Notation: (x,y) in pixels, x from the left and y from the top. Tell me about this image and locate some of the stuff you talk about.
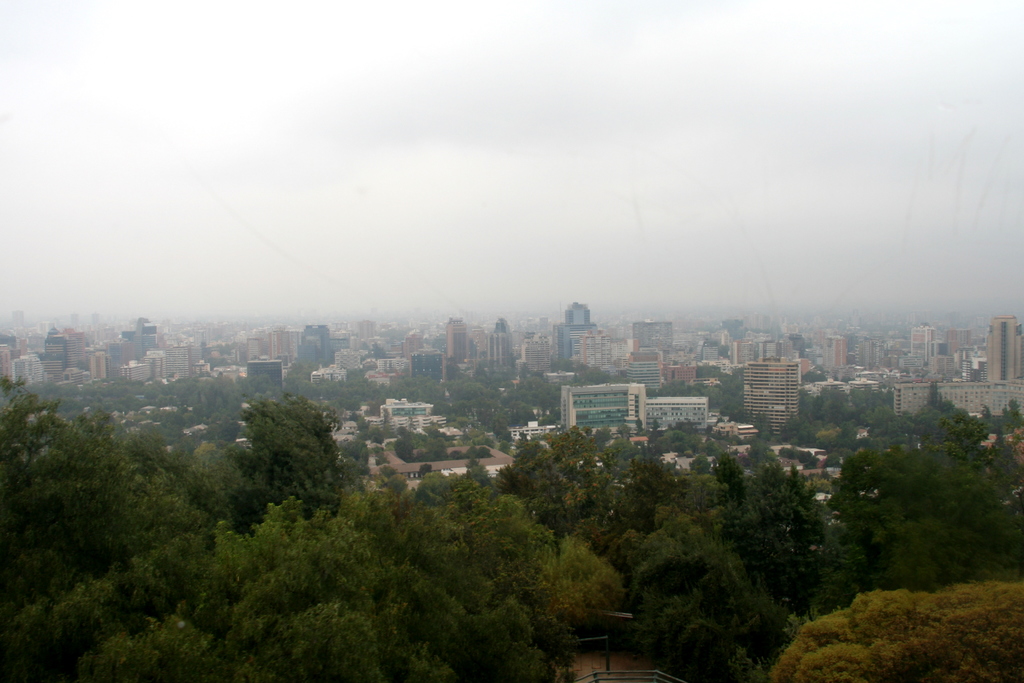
In this picture we can see there are trees (310,386), buildings (422,366) and fog (763,308). At the top of the image (337,97), there is the sky (521,73). At the bottom of the image (646,675), there is a railing (618,677).
